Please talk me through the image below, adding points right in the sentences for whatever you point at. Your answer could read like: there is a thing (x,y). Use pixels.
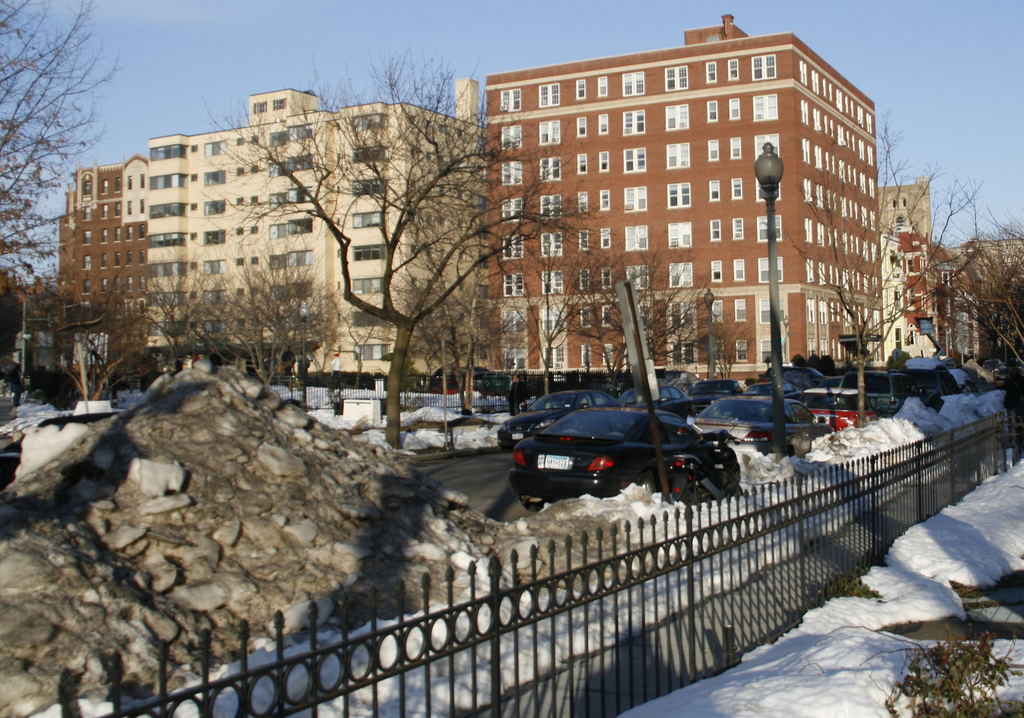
Here we can see vehicles (516,463), snow (814,669) and lights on poles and we can see trees (308,336). Background (808,100) we can see buildings (761,129) and sky (399,47).
